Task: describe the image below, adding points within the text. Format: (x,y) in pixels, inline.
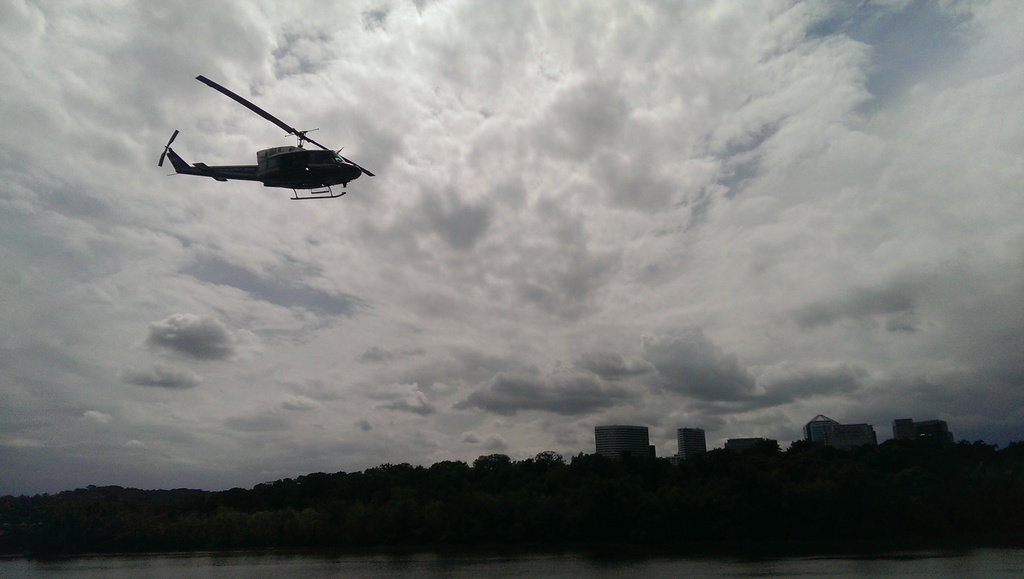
This image consists of a helicopter (306,180) flying in the air (190,230). In the background (656,256), we can see the clouds (507,336) in the sky (429,394). At the bottom (373,514), there are buildings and trees (575,521).
